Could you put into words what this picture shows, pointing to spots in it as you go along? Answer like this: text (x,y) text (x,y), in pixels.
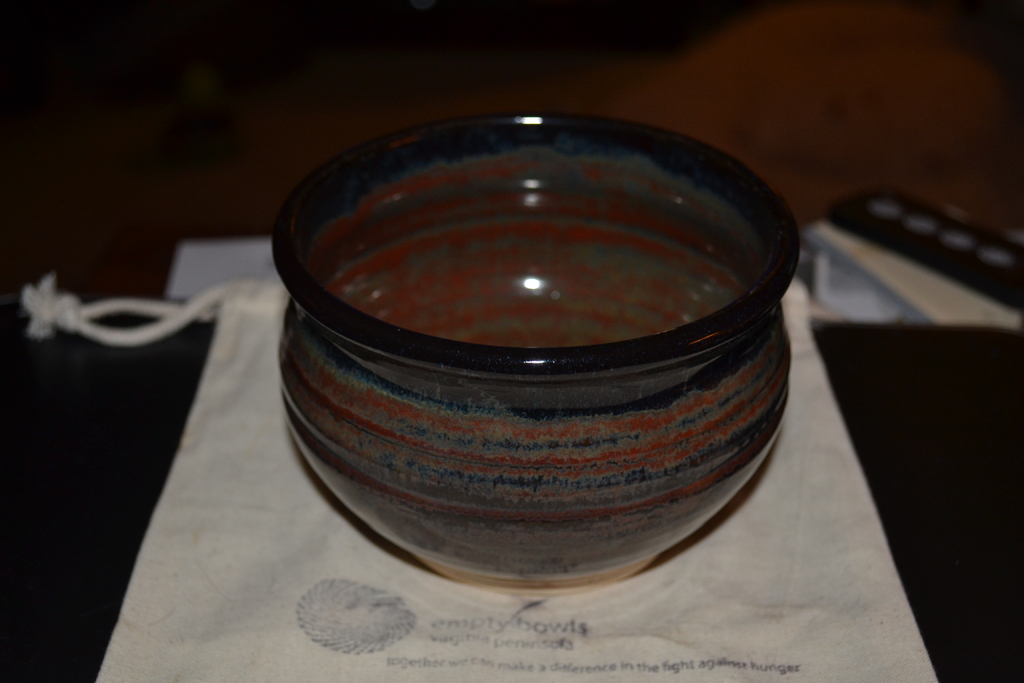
In this image we can see a vessel (405,383) and cloth (303,561) placed on the table (1019,577).
